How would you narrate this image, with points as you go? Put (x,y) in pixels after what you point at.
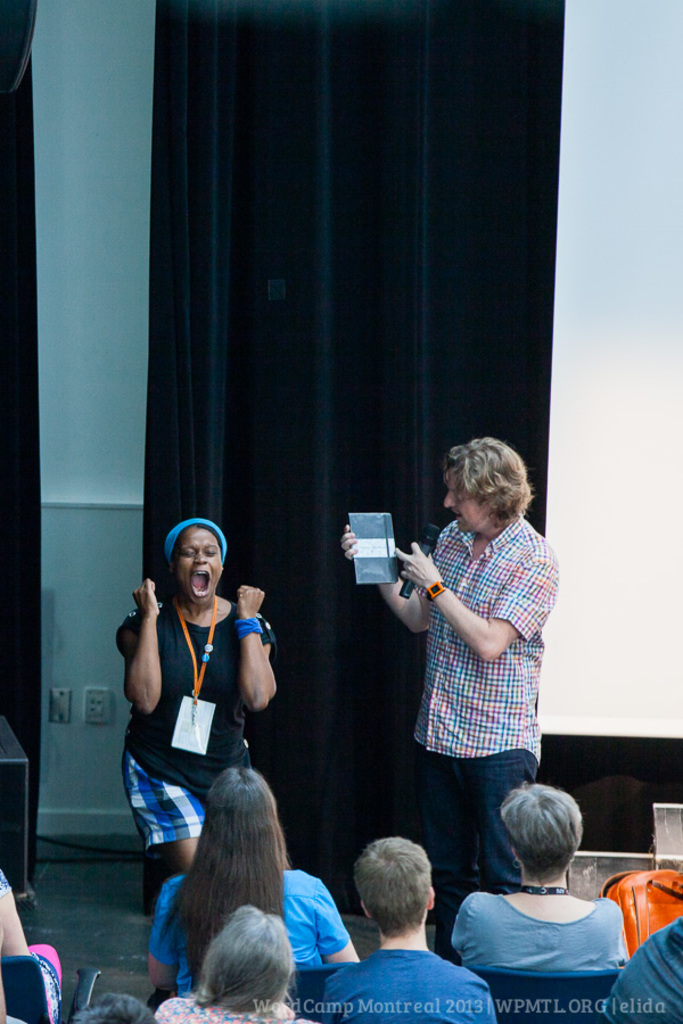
On the bottom right (543,1006), there is a watermark (641,1010). In the foreground (454,968), there are persons (209,927) sitting. In front of them, there is a woman (201,676) excited on a stage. Beside her, there is a person (468,552) holding an object (378,535) with one hand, holding a mic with other hand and standing. In the background (436,379), there is a curtain (253,226) and there is a white wall (94,214).
